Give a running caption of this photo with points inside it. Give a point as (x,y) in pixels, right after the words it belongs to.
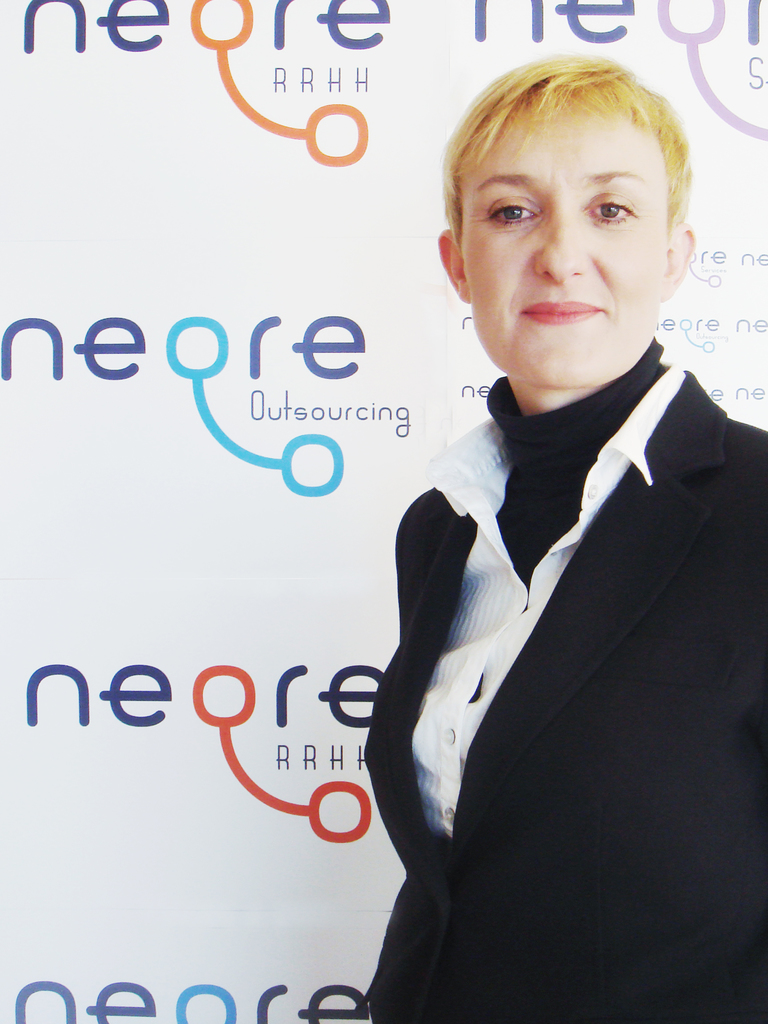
In the image a woman (537,95) is standing and smiling. Behind her there is a banner (310,24).
